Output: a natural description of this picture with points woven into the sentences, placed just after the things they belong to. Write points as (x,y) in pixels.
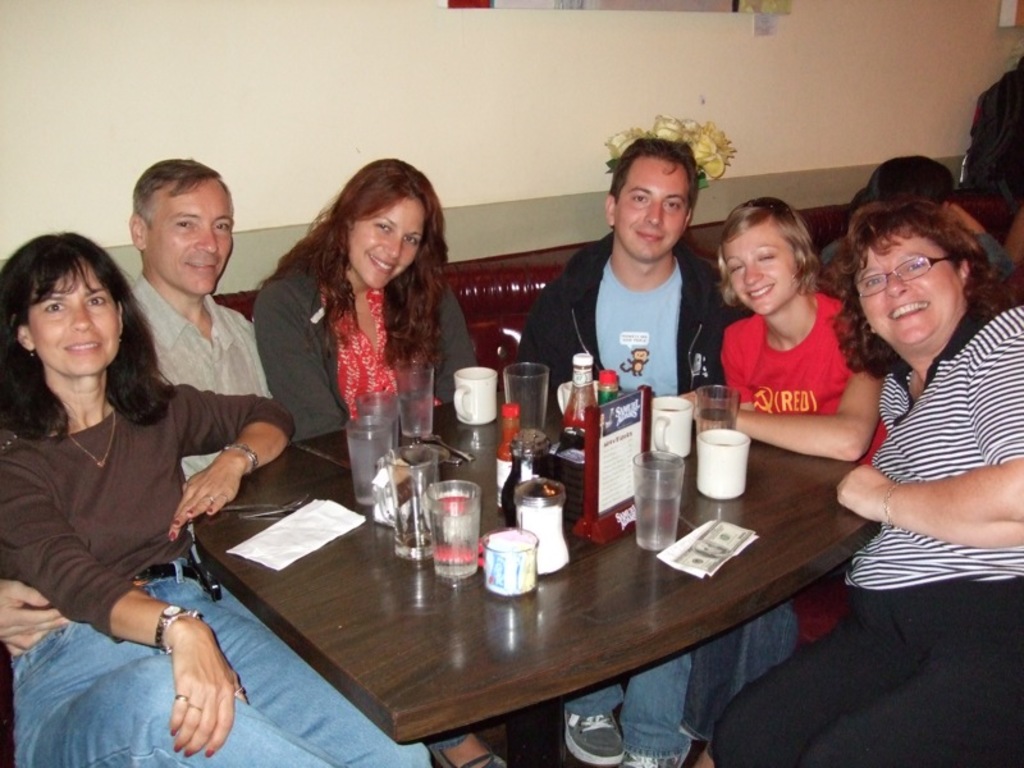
In this image i can see four women (367,244) and two man (701,285) sitting there are few glasses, bottle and a paper (298,547) on a table (358,608) at the back ground (485,54) i can see a flower pot (709,130) and a wall (445,79).
